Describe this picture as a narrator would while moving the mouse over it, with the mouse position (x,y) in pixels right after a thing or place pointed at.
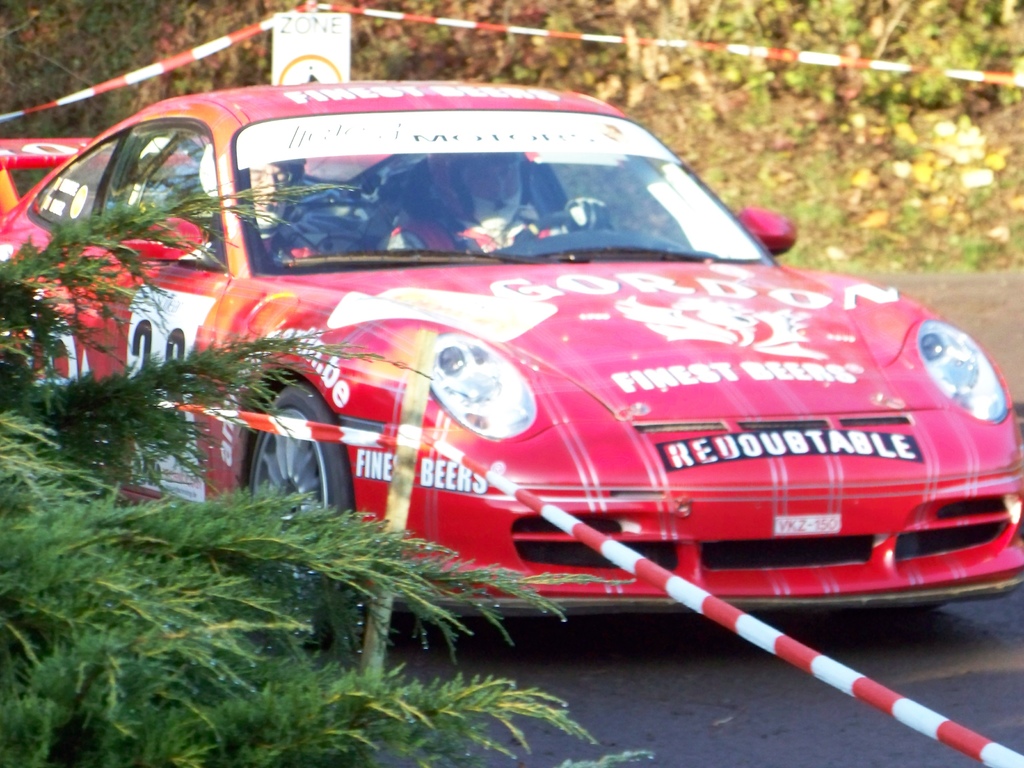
In this image can see a red color car (660,340), in the car (664,404) I can see two persons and at the top (790,53) I can see a red color rod (554,36), on the left side (165,456) I can see plants (172,428) and red color rod (656,580).
